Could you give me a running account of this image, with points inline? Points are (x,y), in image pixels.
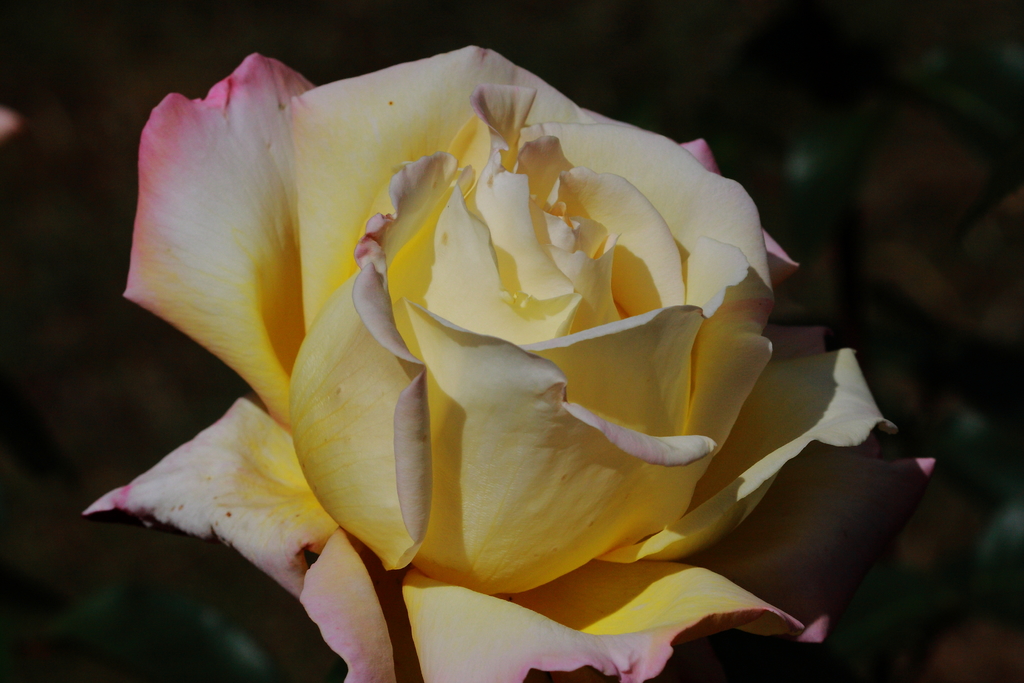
In this image, I can see a rose flower (624,474) and plants (21,142). This picture is taken, maybe during day.
